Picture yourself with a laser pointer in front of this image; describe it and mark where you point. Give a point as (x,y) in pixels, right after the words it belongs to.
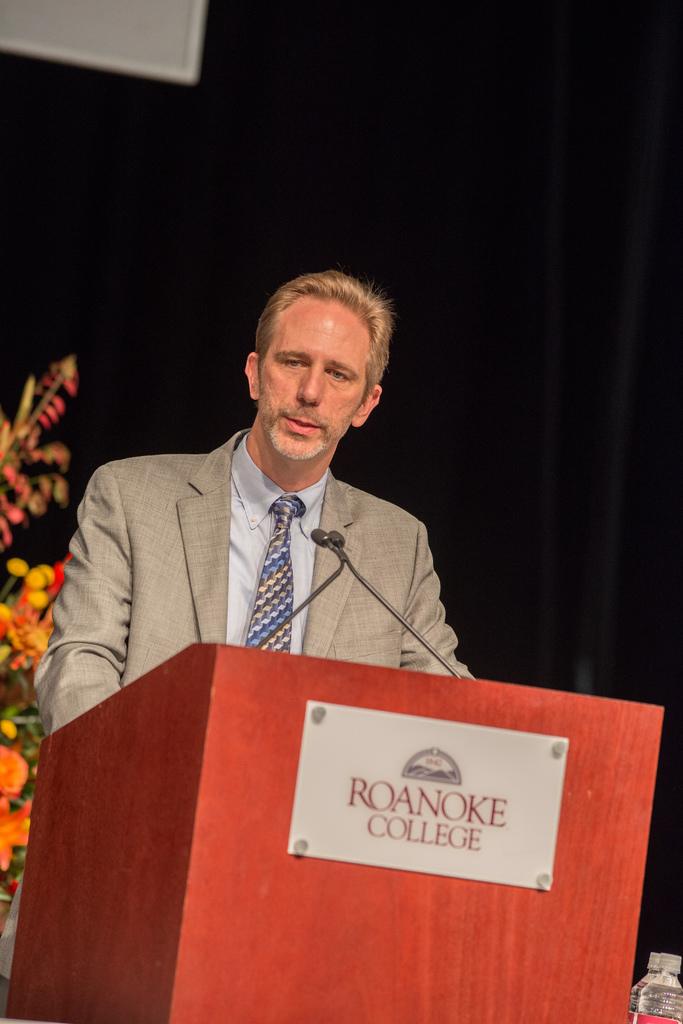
In the foreground of the picture (253,822) there is a podium (432,690), on the podium (390,701) there are mics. On the right (663,983) there is a bottle (670,996). In the middle (286,596) we can see a person (278,549) standing. On the left (6,471) there are bouquets (12,430). In the background (177,269) it is well (19,545) maybe curtain (252,222) also.
